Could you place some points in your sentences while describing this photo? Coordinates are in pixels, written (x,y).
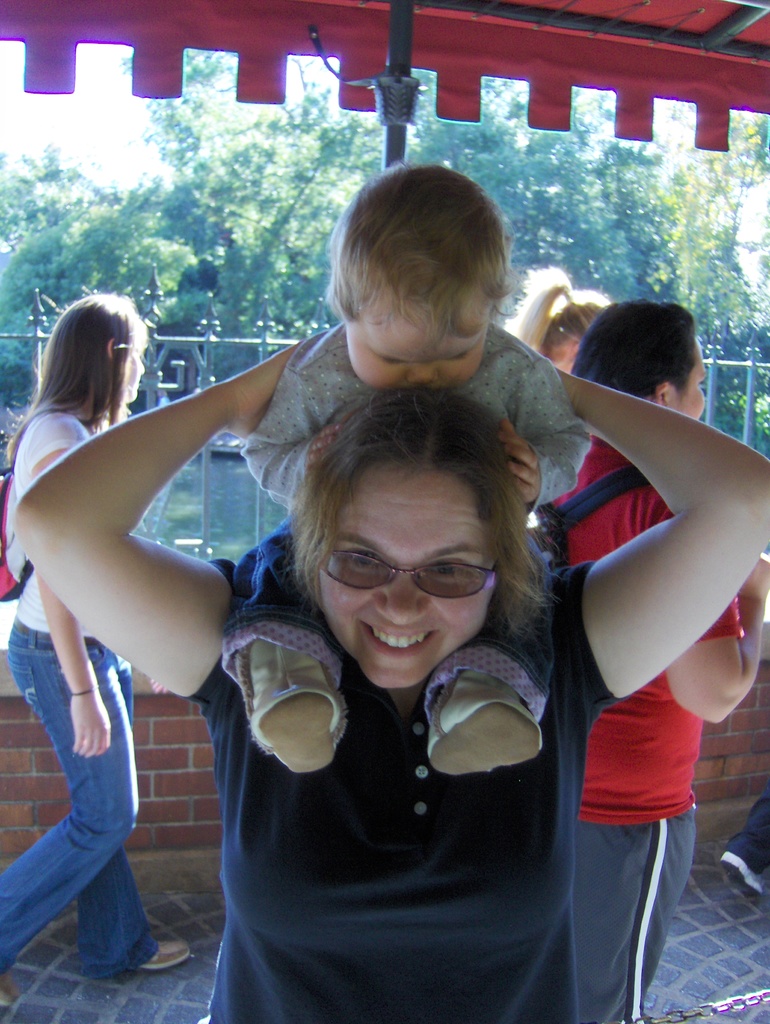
In this image I can see a few persons (548,824) on the floor (179,913) and fence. In the background (752,423) I can see water (235,486), trees (254,255), tent (439,61) and the sky (298,65). This image is taken may be during a sunny day.
